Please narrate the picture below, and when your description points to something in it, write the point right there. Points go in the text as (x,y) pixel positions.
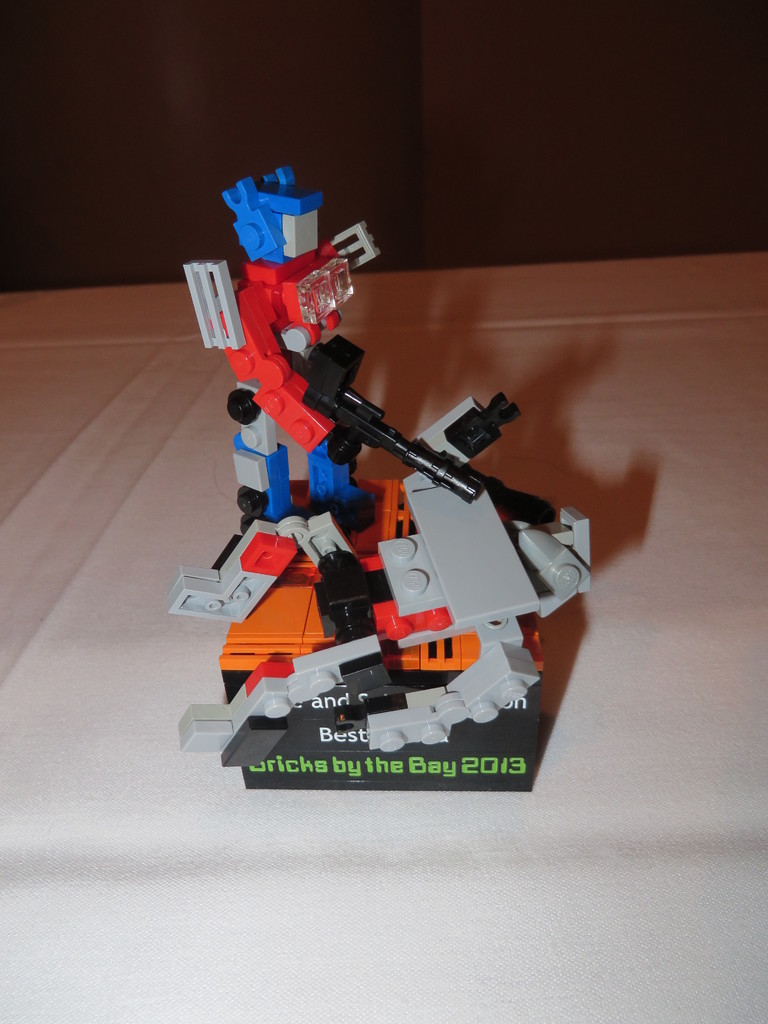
In this image I can observe a toy (310,531). The toy (433,639) is placed on a table (727,662). The background (458,53) is dark.
